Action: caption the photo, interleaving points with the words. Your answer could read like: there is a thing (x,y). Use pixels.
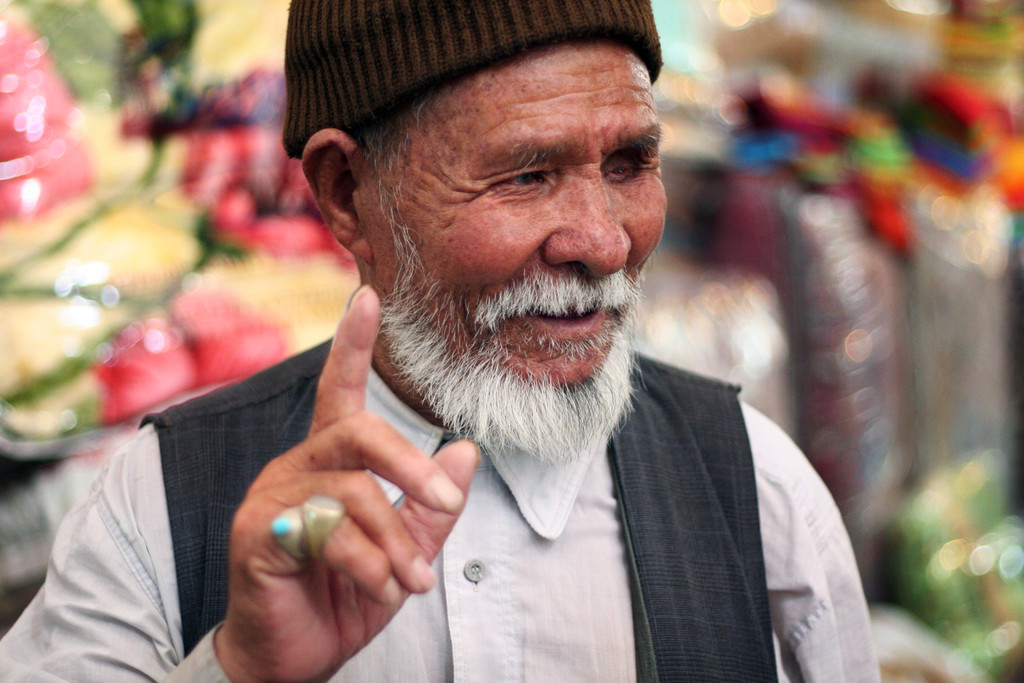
In the image there is a man (701,541) with black jacket (684,478) and grey shirt (530,600) is smiling and on his head (582,46) there is a cap (394,92) and also there are two rings (299,549) to his finger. Behind him there is a blur background (164,63).
